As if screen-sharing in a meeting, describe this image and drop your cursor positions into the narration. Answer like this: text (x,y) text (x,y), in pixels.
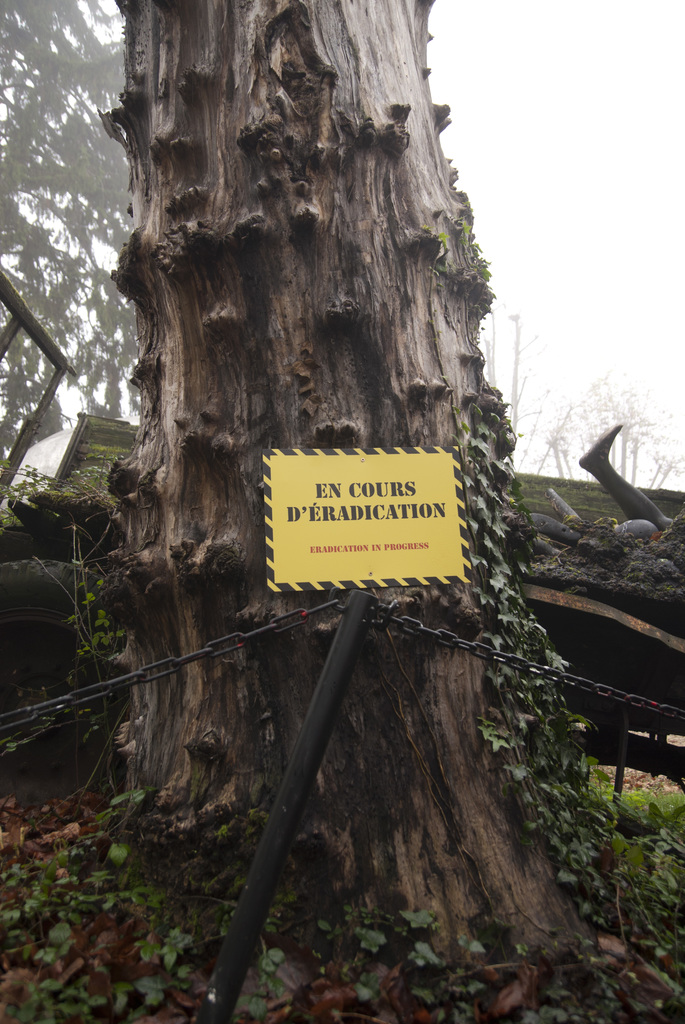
In this picture we can see chains (449,636) attached to a pole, plants (526,698) and board (322,553) on a tree trunk (236,268). We can see a leg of a person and objects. In the background of the image (666,417) we can see plants (16,410), leaves (65,310) and sky (561,249).
